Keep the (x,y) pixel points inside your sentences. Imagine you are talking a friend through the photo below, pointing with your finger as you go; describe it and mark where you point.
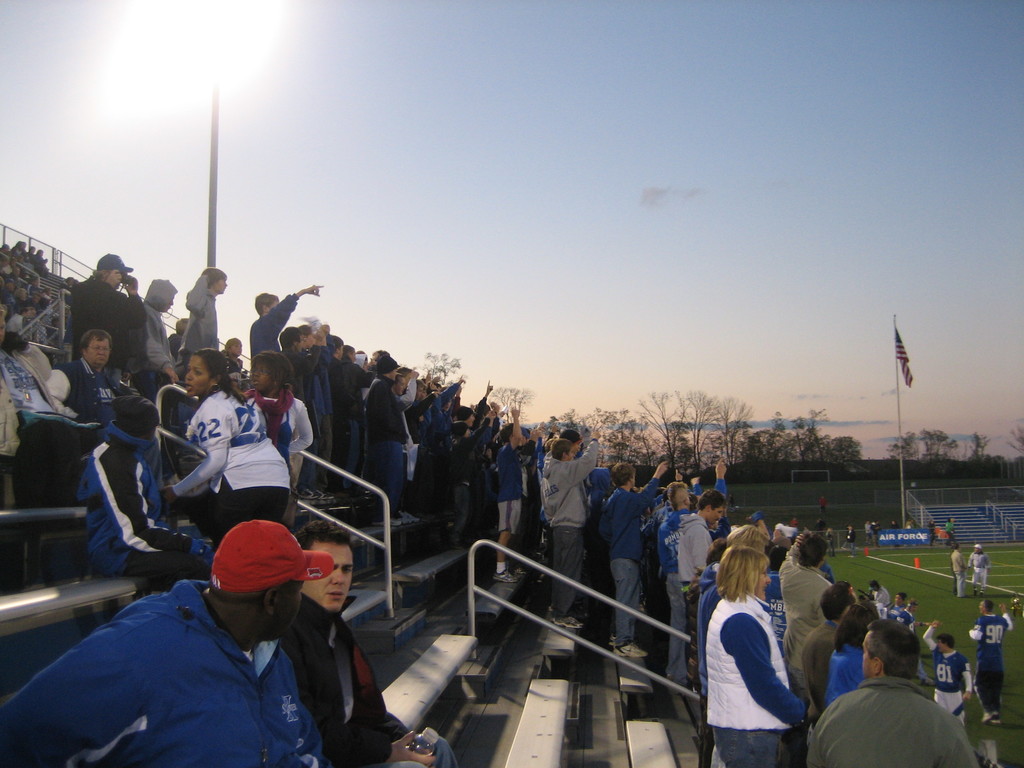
In this image we can see people (95,365) sitting and standing on the staircase (363,548), people (895,622) standing on the ground (927,665), flag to the flag post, railings (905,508), trees (811,459) and sky (691,208).
